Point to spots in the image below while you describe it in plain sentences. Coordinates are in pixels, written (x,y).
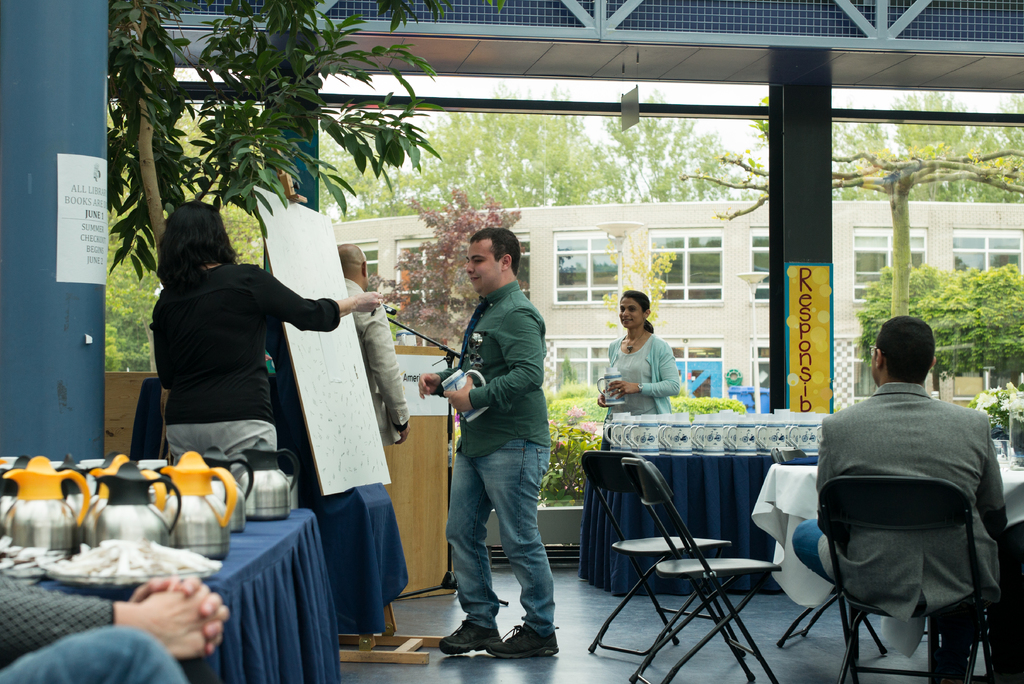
As we can see in the image there are trees (503,147), building (551,235), few people (290,308) here and there, board (338,413), chairs (639,475) and tables (665,464). On table (659,460) there are cups (642,433).
